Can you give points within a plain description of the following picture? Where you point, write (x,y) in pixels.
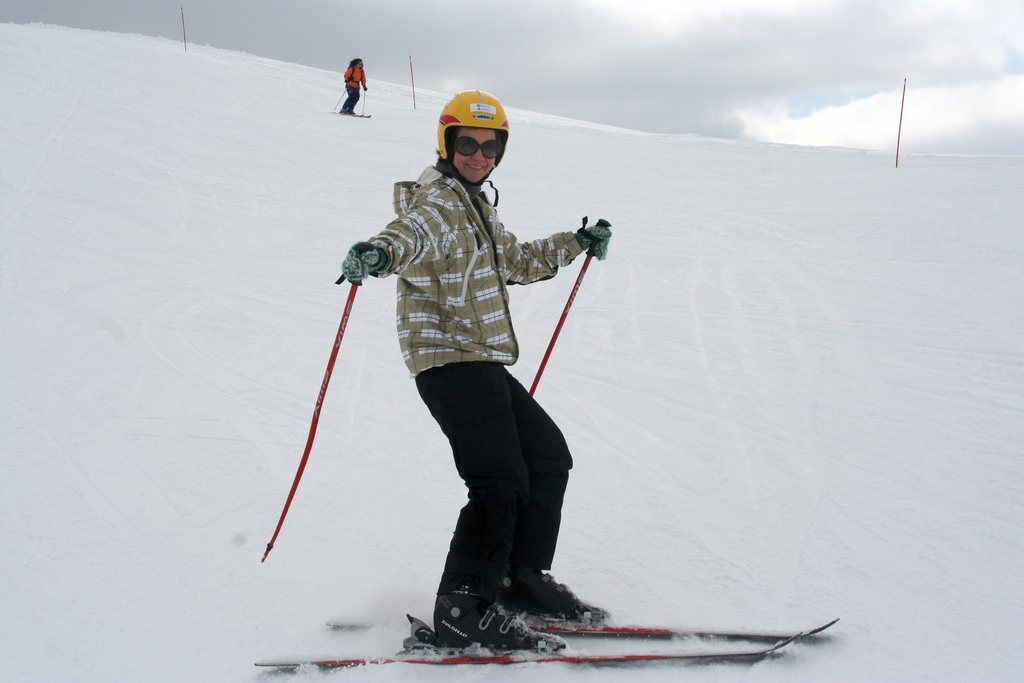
This image is taken outdoors. At the bottom of the image (150,607) there is snow (161,471). At the top of the image (546,58) there is the sky (422,60) with clouds (861,113). In the background (358,73) a man (351,89) is skiing on the snow (353,121) with ski boards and ski sticks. In the middle of the image (459,279) a woman (482,411) is skiing on the snow (832,655) with ski boards (592,626) and ski sticks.
